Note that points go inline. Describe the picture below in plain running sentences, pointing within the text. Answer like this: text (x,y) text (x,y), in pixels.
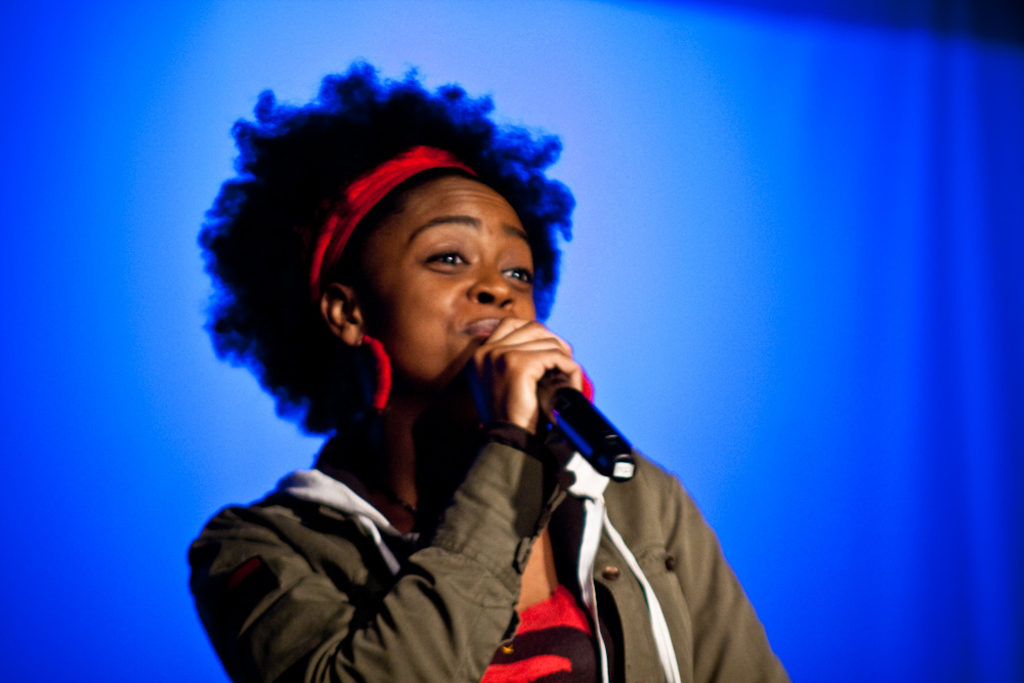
A lady (262,551) with grey jacket (309,589) and red t-shirt (563,653) is holding a mic (568,413) in her right hand (509,399). On her head (341,208) there is a red color band (356,194). In the background (755,240) there is a blue color.
